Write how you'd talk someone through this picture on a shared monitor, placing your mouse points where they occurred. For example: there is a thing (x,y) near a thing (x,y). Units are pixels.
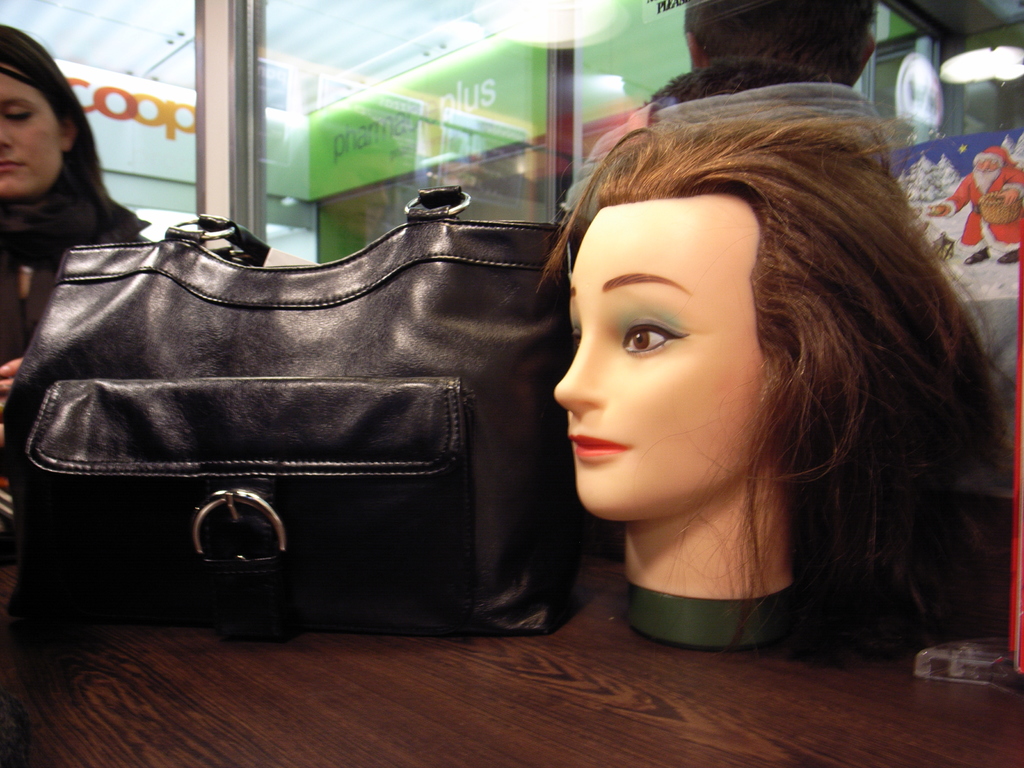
In this image on the right side (696,378) there is one toy (673,362), on the left side (24,190) there is one woman (24,162). In the middle of the image (381,429) there is one hand bag (224,465), and on the bottom of the image (365,695) there is one table (462,691). And on the background of the image (323,87) there is one glass window (472,87) and some lights (534,32). On the top of the right corner (971,179) there is one poster (982,191) and one person (769,28) is there on the middle of the image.
